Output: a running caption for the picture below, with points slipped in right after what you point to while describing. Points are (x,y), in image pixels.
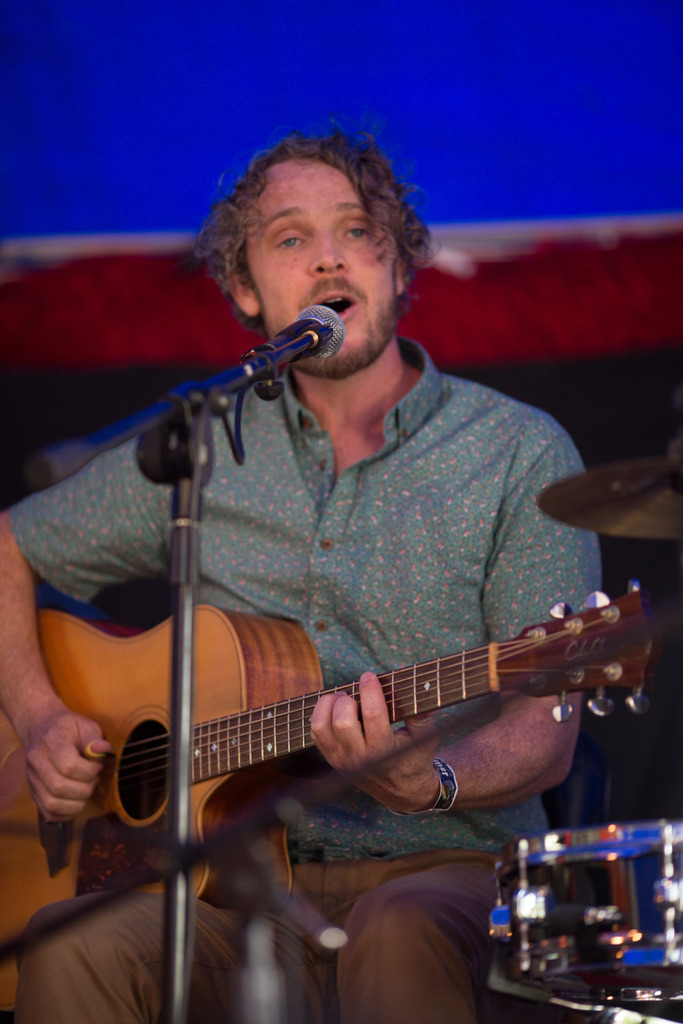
In the middle of the image (402,430) a man (402,430) is sitting and playing guitar (566,652) and singing on the microphone (342,344). Bottom right side of the image (569,943) there is a drum (669,827).
